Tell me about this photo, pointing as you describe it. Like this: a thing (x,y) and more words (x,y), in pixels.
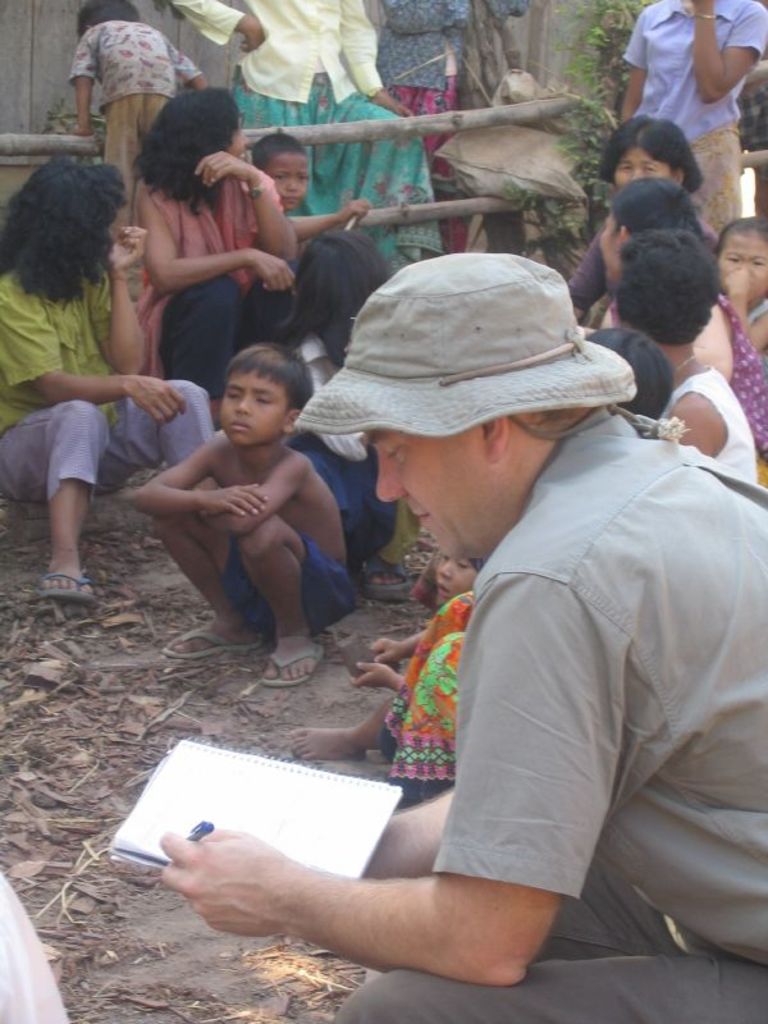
As we can see in the image there are group of people (433,378). The man (602,494) in the front (652,711) is wearing a hat (485,383) and holding a book (267,784) in his hands (218,877).
